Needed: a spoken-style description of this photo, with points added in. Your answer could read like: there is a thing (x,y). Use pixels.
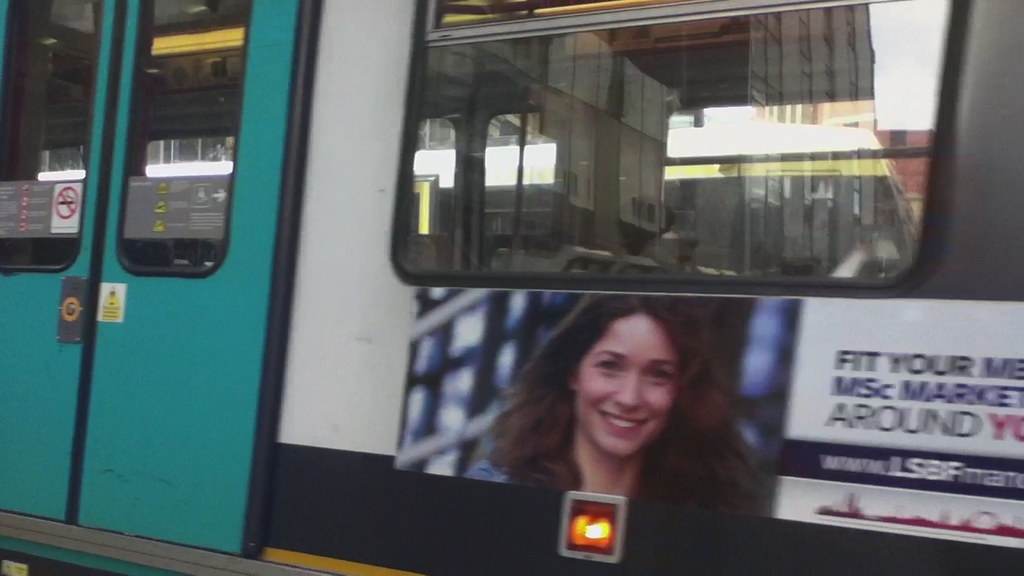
This is a picture of a train (306,505). On the left (205,392) there is gate (154,399). At the top (413,93) there is a window (735,172), in the window (441,57) we can see the bridge (643,98) and a train (796,232). At the bottom (530,399) there is a poster (466,417) on the train (396,510).
